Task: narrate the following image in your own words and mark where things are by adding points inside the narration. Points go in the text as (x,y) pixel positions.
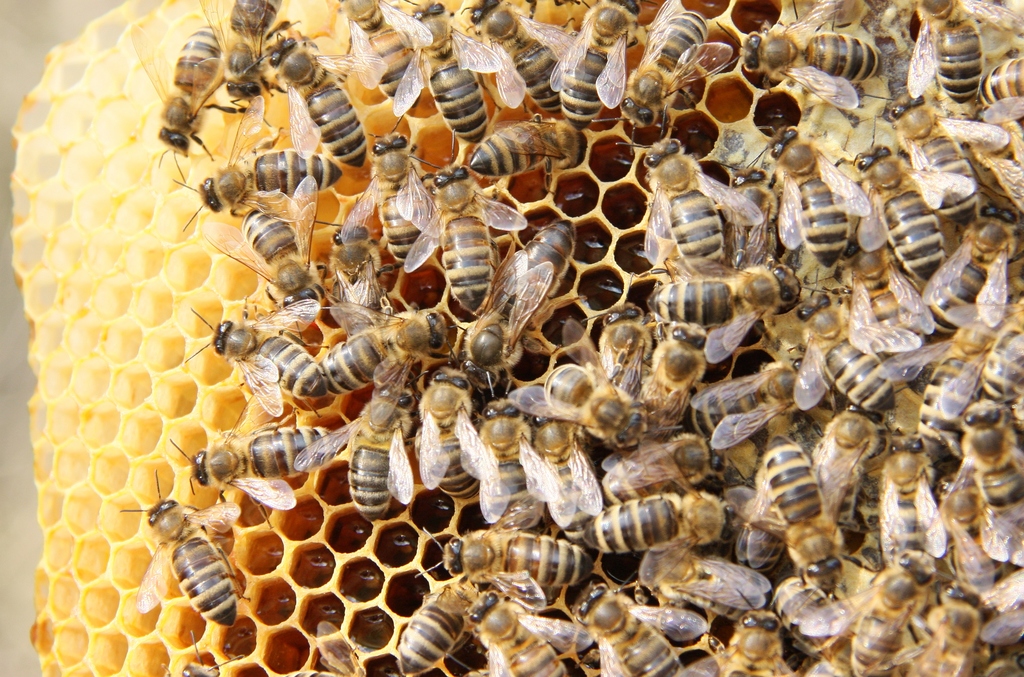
In this image there are so many honey bees (555,243) on the honeycomb (187,376).
